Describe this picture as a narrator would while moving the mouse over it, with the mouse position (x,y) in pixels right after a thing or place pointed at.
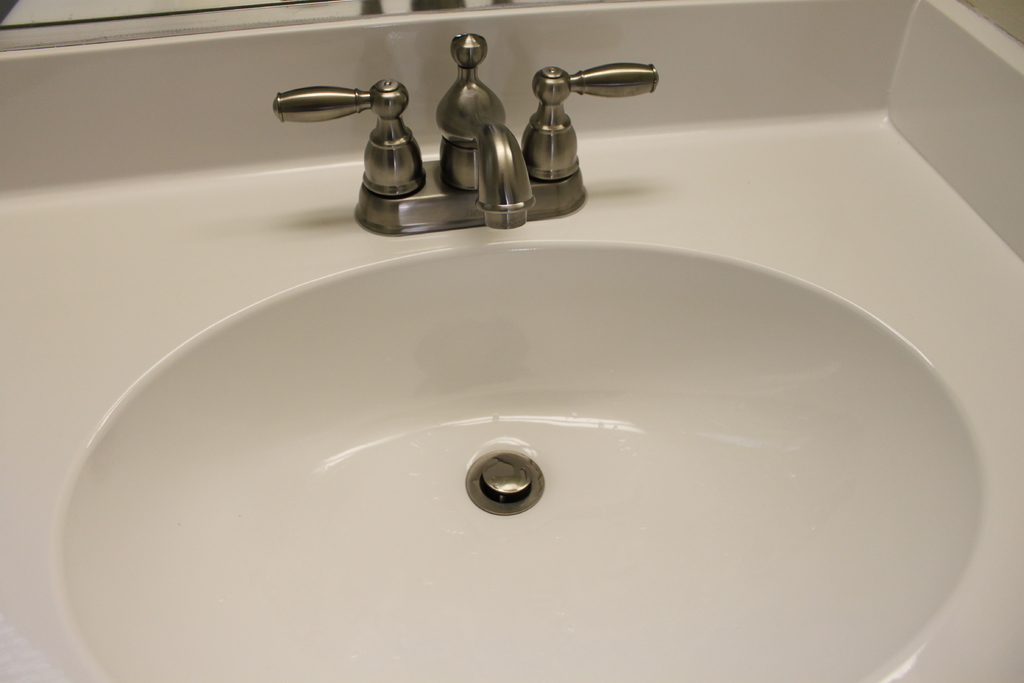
In the image in the center (523,431) we can see one white color sink (660,479) and one tap (495,209).
